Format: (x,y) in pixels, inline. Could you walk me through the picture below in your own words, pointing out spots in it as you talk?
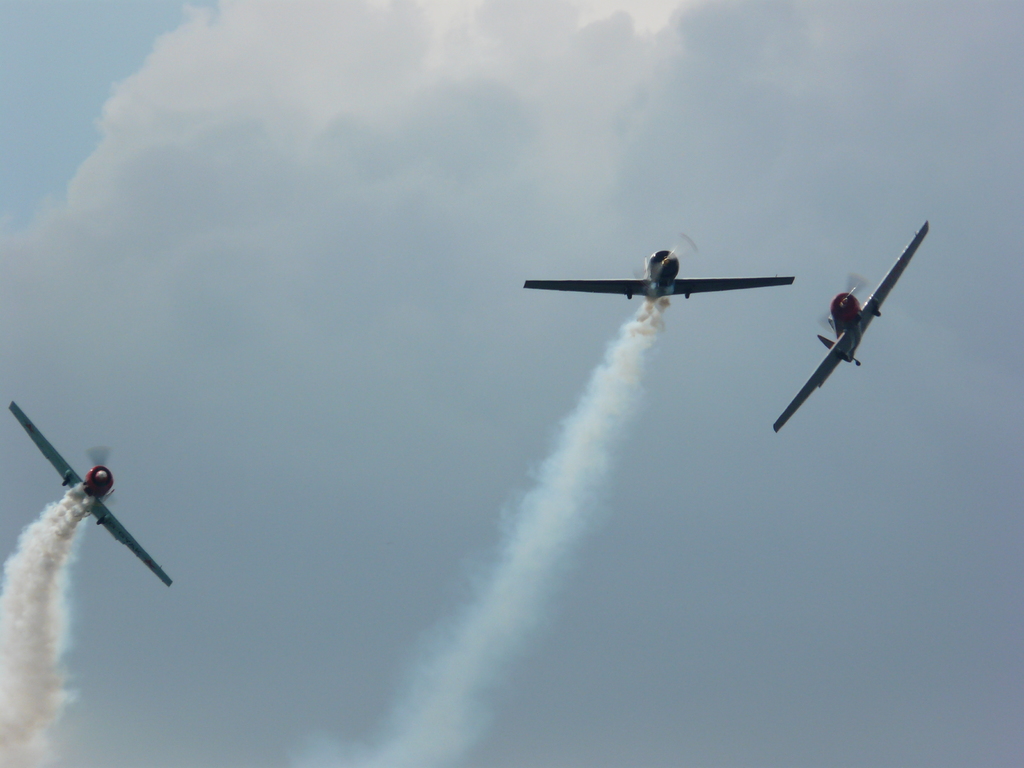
In this image I can see three planes (65,480) are flying in the air (759,385). At the back (50,568) I can see white color fume (44,559). On the top of the image (870,131) I can see the sky (799,107) in blue color.
